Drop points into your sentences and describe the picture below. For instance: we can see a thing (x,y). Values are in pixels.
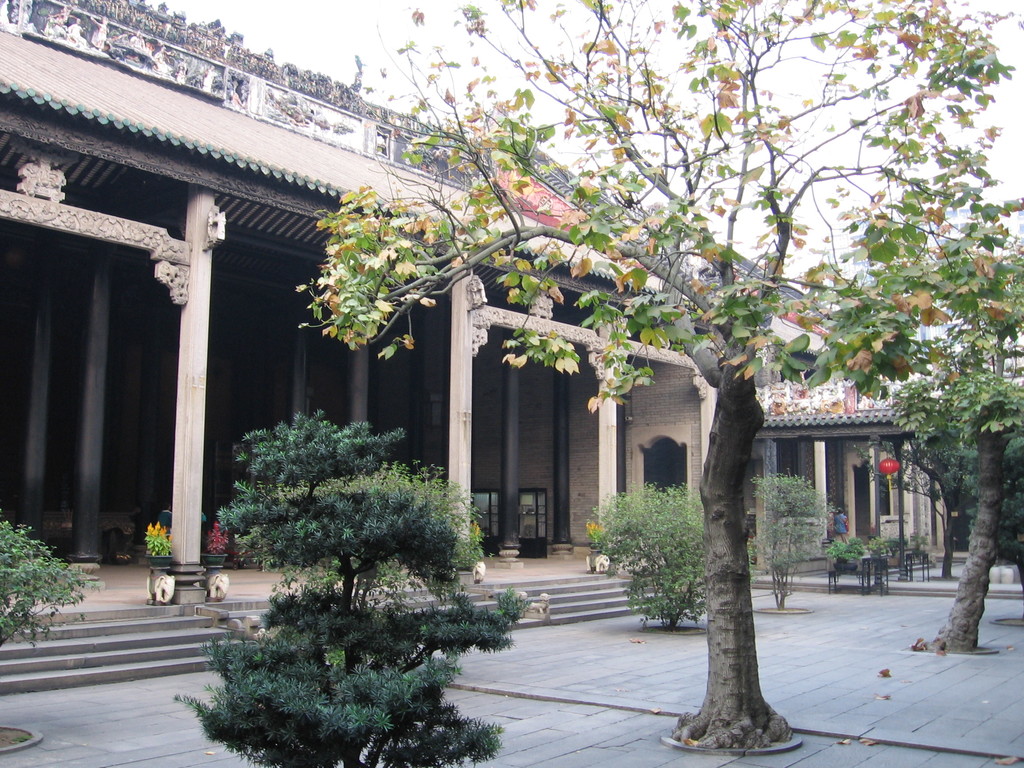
In this image I can see plants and trees (1007,534) in the front (964,375). There are stairs (121,639), pillars (190,415) and a building (445,423) at the back (47,425). There is a red ball lantern (895,467) hanging at the back (882,463). A person (834,515) is present at the back (842,535). There is sky (284,50) at the top (284,50).
